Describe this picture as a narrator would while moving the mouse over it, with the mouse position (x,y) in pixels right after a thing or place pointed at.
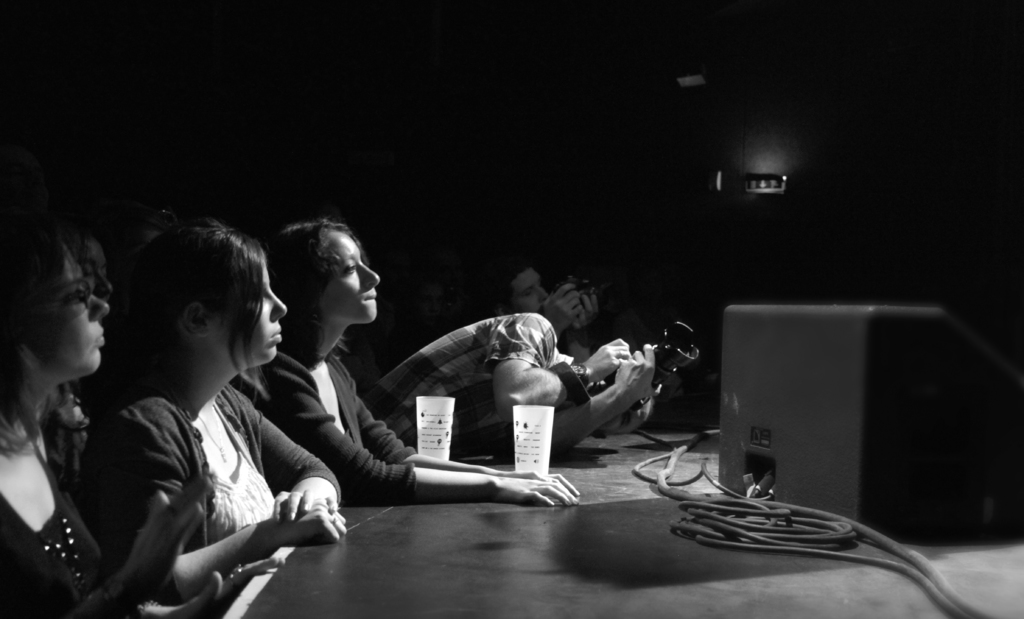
This picture shows a group of people (26,360) seated and we see a man (620,373) holding a camera (681,339) and we see few cups (520,427) on the table (371,616).
